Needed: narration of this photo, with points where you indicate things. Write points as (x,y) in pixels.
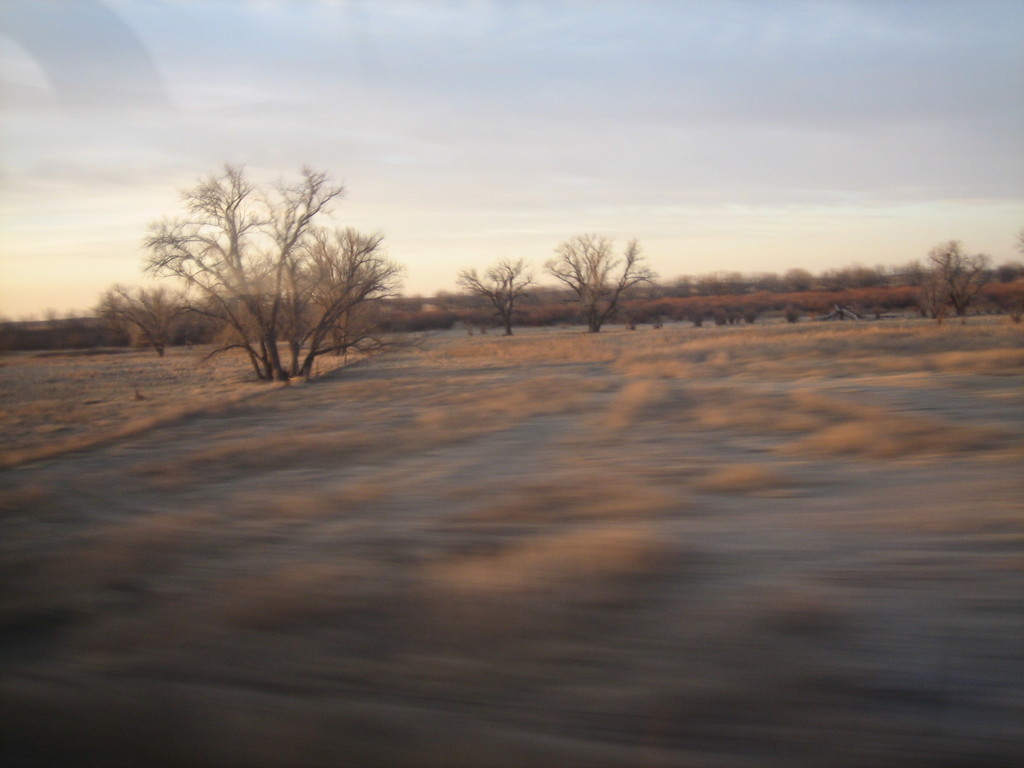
It is a blur image. In this image, we can see trees (962,301), plants (546,539) and sky (723,142).
